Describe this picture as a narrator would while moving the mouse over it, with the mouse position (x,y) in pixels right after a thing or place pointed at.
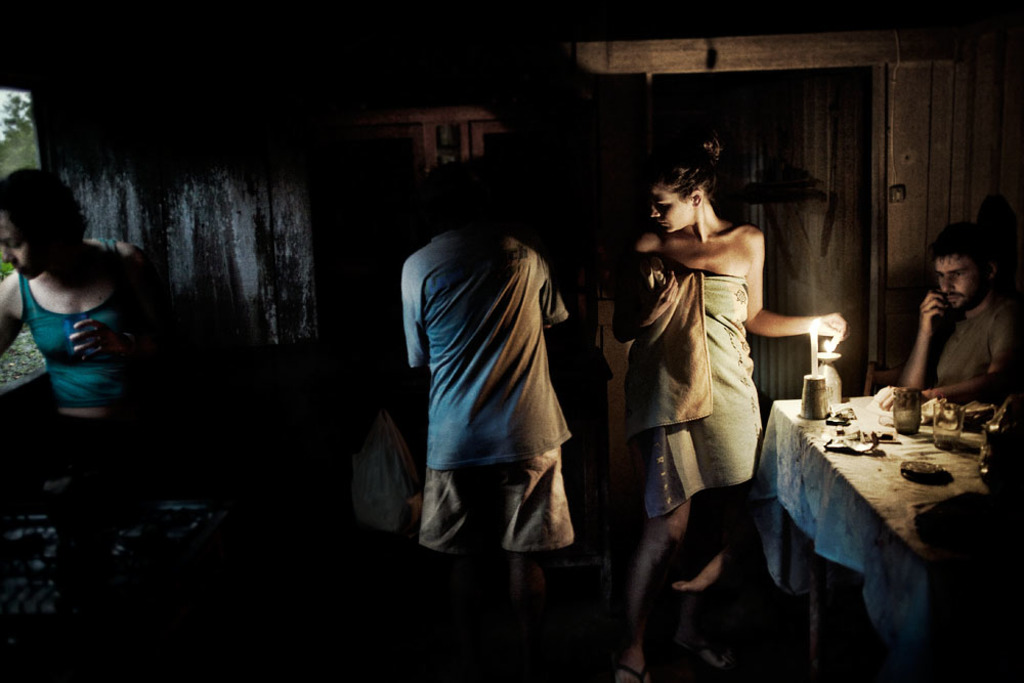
In this image I can see the dark picture in which I can see a person (966,358) is sitting on a chair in front of a table (922,461) and on the table (906,455) I can see few glasses (906,405) and few other objects (823,383). I can see few persons (711,309) standing, the wooden wall (176,190) and the window (2,109) through which I can see few trees (27,124) and the sky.
